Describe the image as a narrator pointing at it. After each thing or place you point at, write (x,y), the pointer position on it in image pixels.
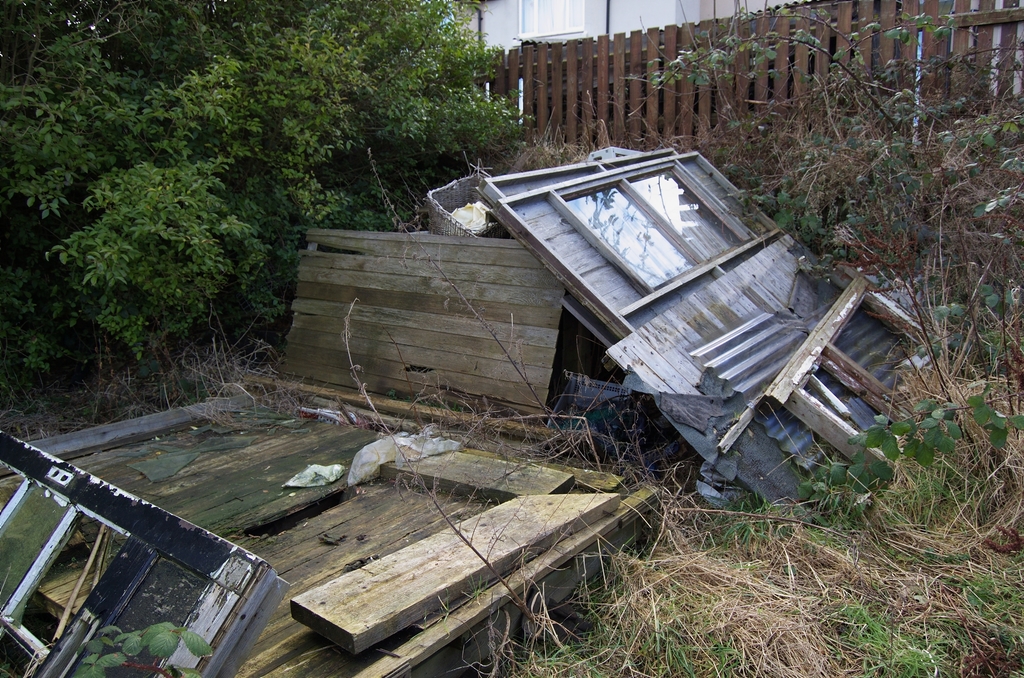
In this picture we can see some wooden objects (321,459), cover (383,441), basket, steel roof panel (775,418) and a glass (644,248) on the path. We can see few plants (802,195) and trees (366,103). There is some wooden fencing (676,32) from left to right. We can see a building (614,29) in the background (582,6).
